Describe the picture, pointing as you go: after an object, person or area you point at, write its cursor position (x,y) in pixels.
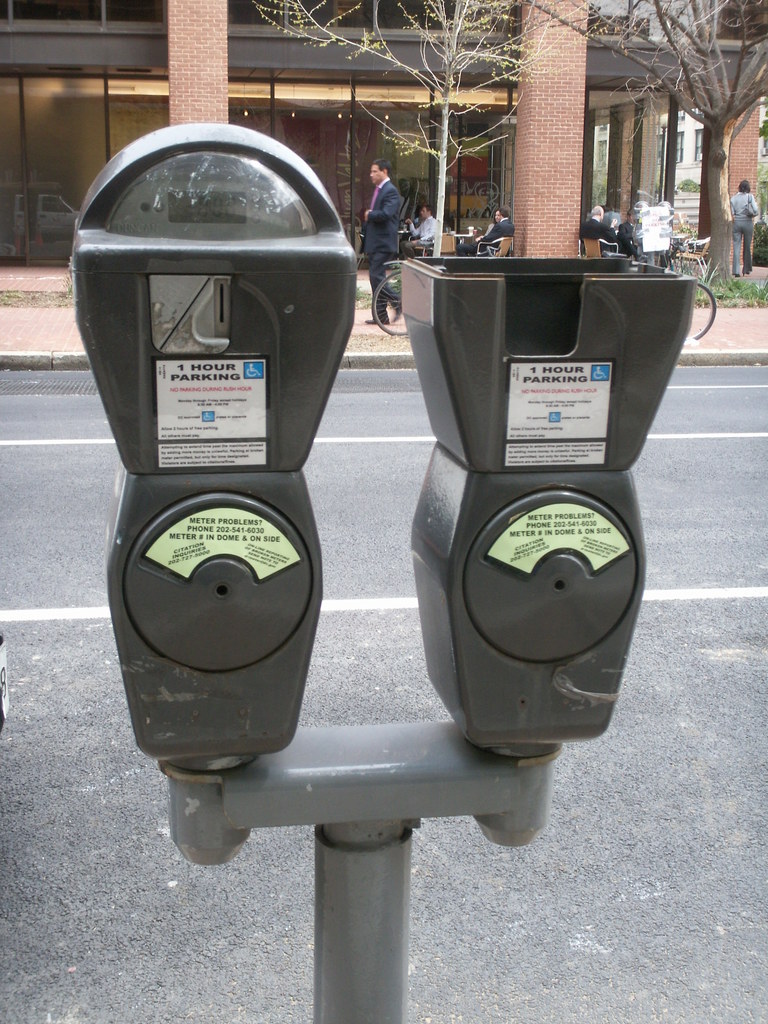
In front of the picture, we see a parking meters (283,688) are placed on the road (432,855). Behind that, we see the man (387,233) in black blazer (373,223) is walking on the sideways (58,327). We even see bicycles (689,303) parked on the sideways (700,317). Behind that, there are people (630,232) sitting on the chairs (693,256). Beside that, we see a building (384,100) which is made up of red colored bricks (534,131). There are trees (361,42) in the background (378,49).
